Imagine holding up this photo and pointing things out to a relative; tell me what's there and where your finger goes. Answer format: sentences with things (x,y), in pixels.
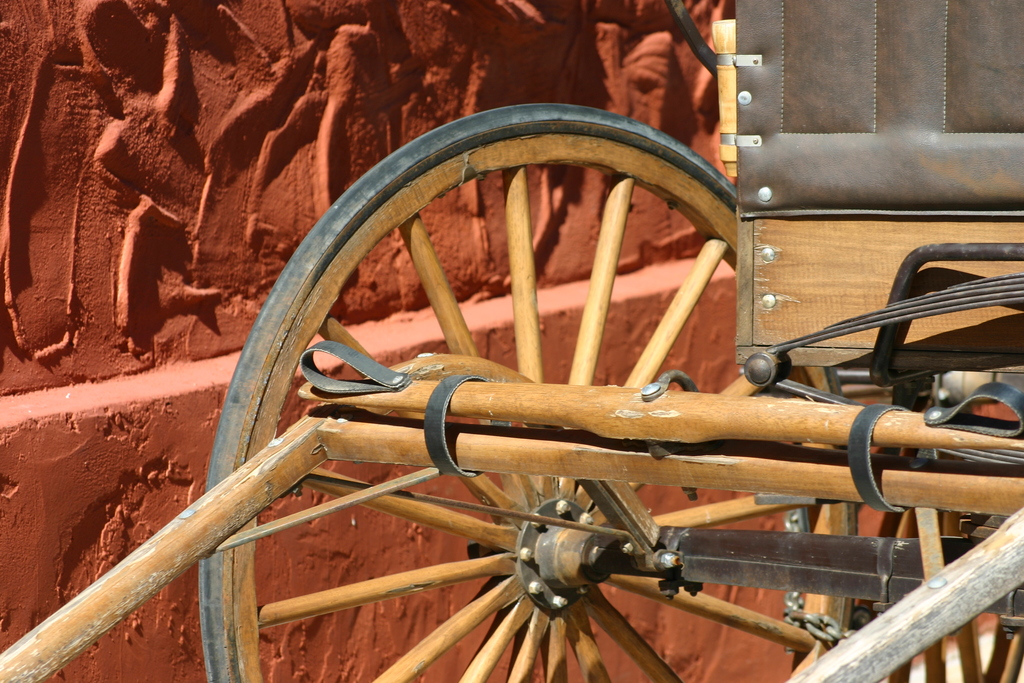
In this picture it looks like a cart (655,336) in the middle (648,412), on the left side (221,170) I can see the wall (269,173).
